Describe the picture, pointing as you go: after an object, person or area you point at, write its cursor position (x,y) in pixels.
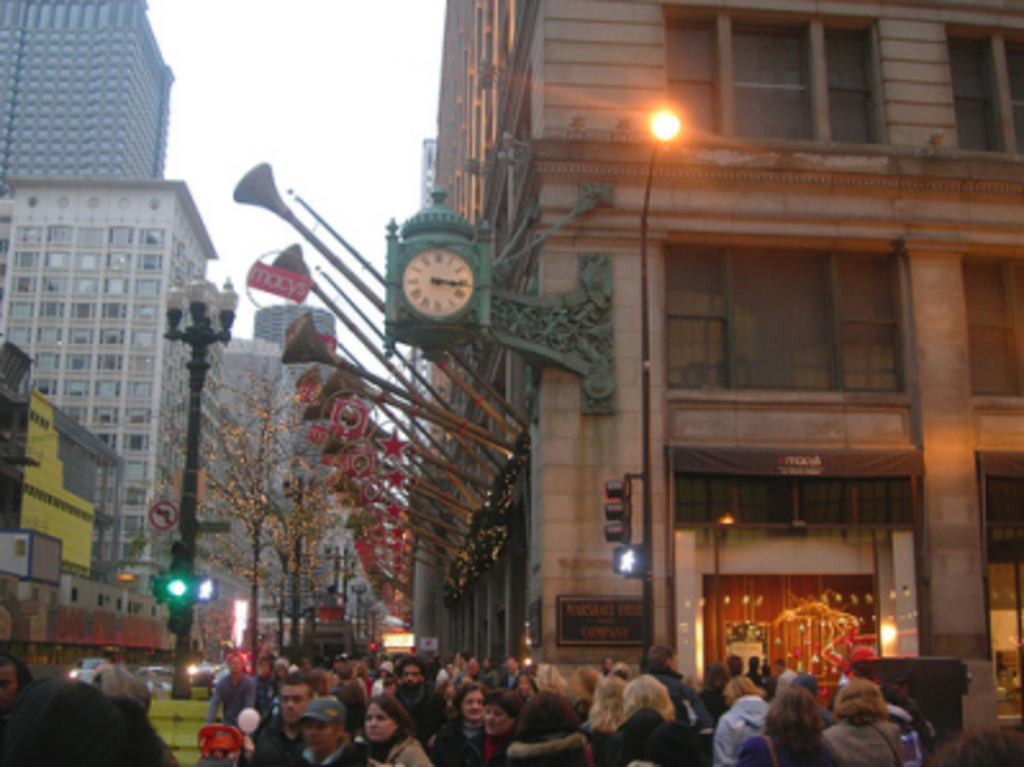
At the bottom of this image (380,653), there are persons (80,740) in different color dresses (95,704). Beside them, there are signal lights (211,588), a sign board (162,529) and lights (186,292) attached to a pole (182,691). Above them, there are a clock (485,298) and sticks (353,387) attached to a wall (539,257) of a building (721,115). Beside them, there is a light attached to the other pole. In the background (271,480), there are trees (243,458), buildings (185,214) which are having glass windows (132,438) and there is sky (307,38).
